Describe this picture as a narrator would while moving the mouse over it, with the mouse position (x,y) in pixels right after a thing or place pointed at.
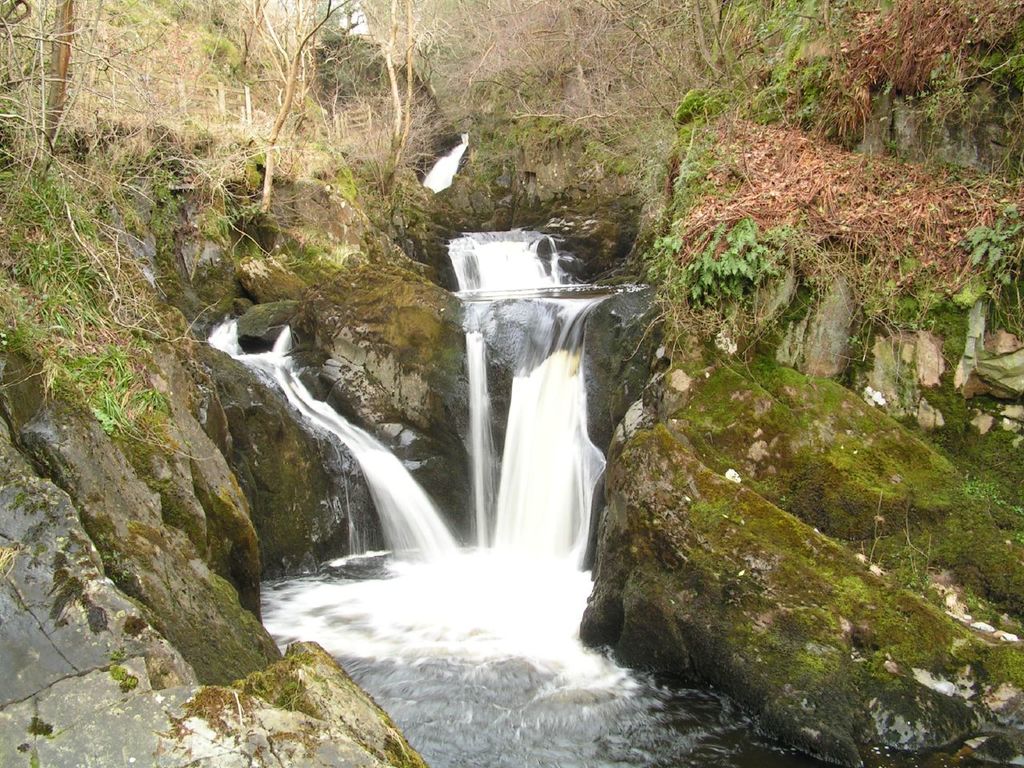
In this image I can see waterfalls (517,283) in the center (557,349) and in the background (570,69) I can see number of trees (331,28).
